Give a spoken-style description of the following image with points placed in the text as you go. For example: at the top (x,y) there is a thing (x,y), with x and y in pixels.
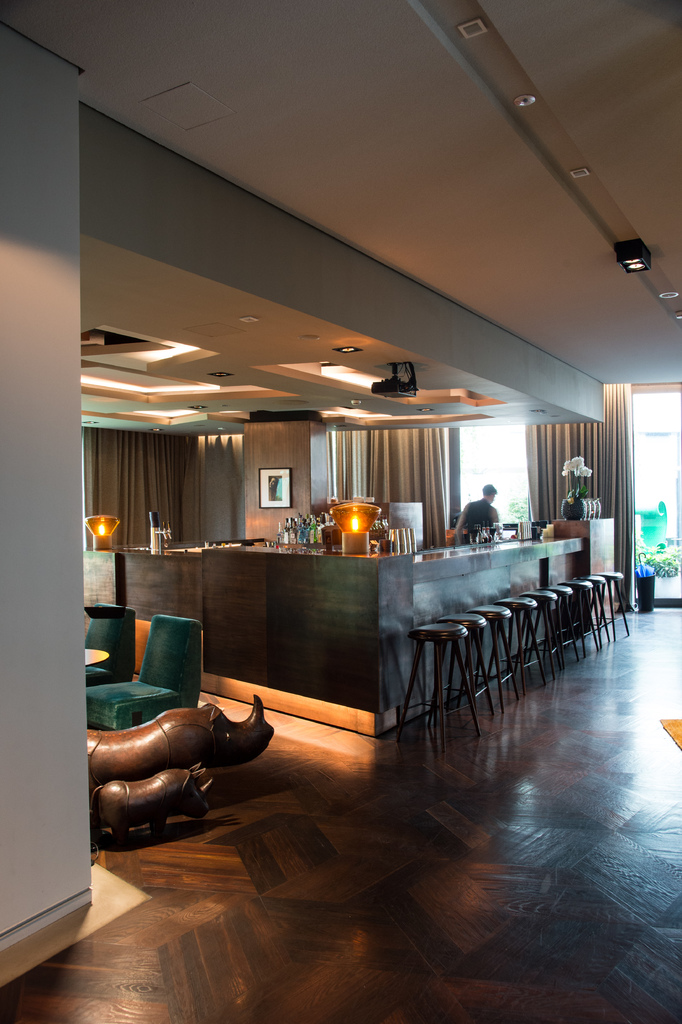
In the image there are stools (584,579), chairs (132,631) and some artificial animal statues (174,756), in the background (333,570) there is a counter (266,557) and on that there are some glass (299,531) and other objects (379,510), behind that there is a person (494,509) standing in front of the window (502,481) and around him there are curtains (441,458).
